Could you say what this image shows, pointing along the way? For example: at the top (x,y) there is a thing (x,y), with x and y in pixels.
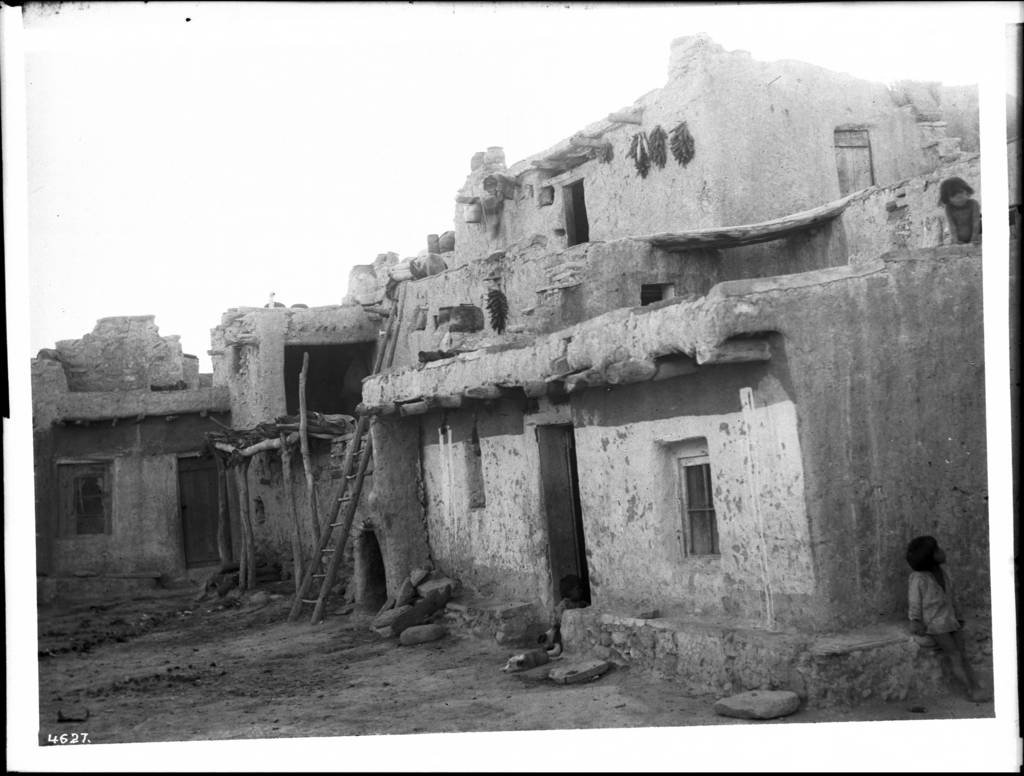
In this image I can see the buildings (576,350), windows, doors (206,524), ladder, few people (923,543) and the sky (159,194). The image is in black and white.
